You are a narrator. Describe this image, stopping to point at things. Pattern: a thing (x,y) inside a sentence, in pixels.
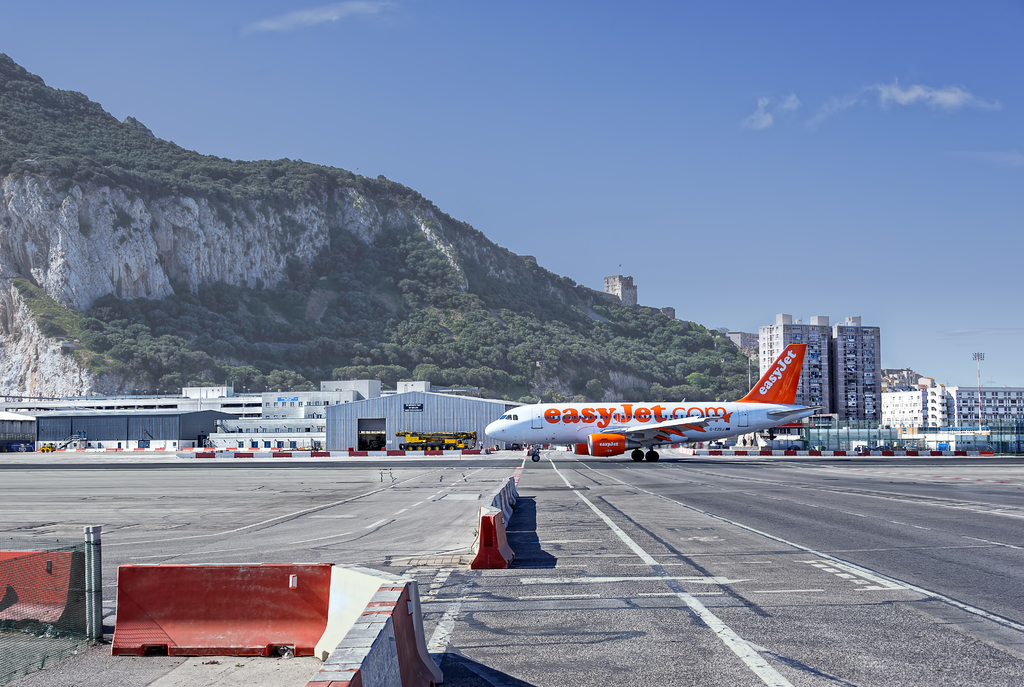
This is an airplane (554,417), which is on the runway (608,469). These are the buildings (440,408) and sheds (464,405). This looks like a mountain (237,167). I can see the trees (435,330). This is the sky (668,138). I think these are the road dividers (496,526).
